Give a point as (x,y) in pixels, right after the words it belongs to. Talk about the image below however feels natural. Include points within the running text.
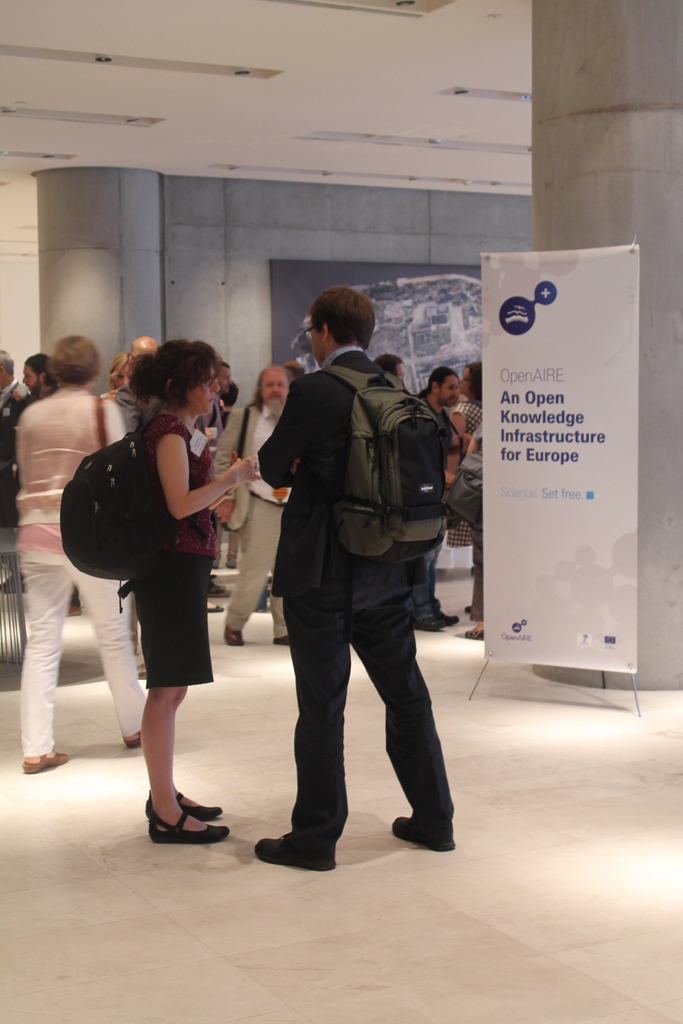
In the image in the center (267,430), we can see a few people (204,504) are standing and wearing backpacks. In the background (299,276) there is a wallboard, pillar (639,211) and banner (578,250).
